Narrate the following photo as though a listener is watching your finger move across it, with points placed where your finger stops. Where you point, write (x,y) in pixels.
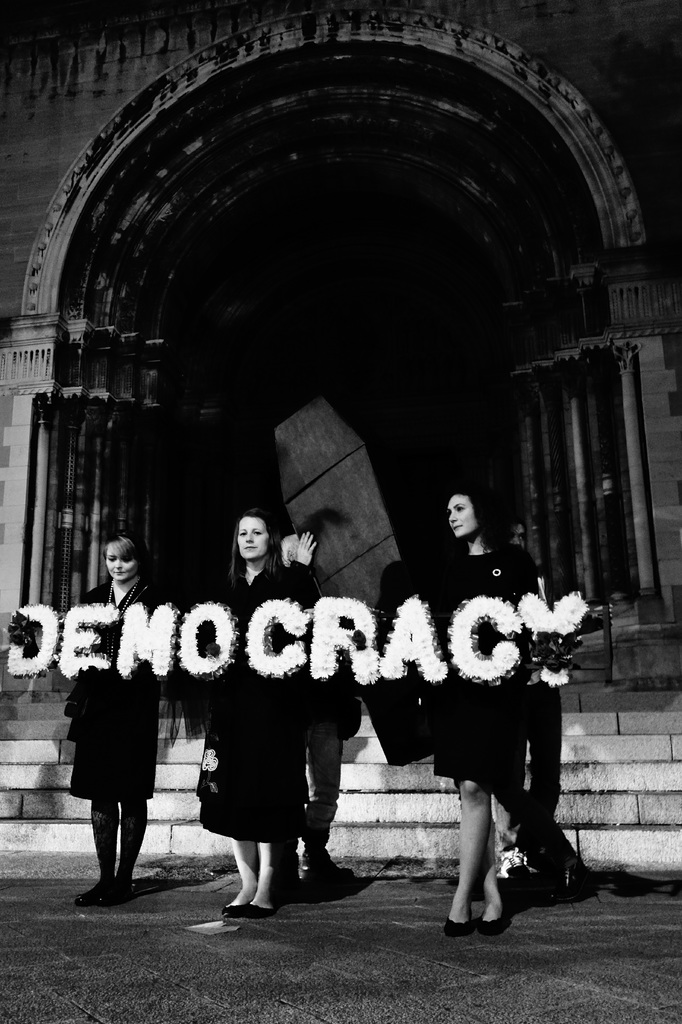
This is a black and white image. In this image we can see women (524,671) standing on the road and holding decor letters (466,642) in their hands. In the background (372,295) there is an arch (160,313) and stairs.
